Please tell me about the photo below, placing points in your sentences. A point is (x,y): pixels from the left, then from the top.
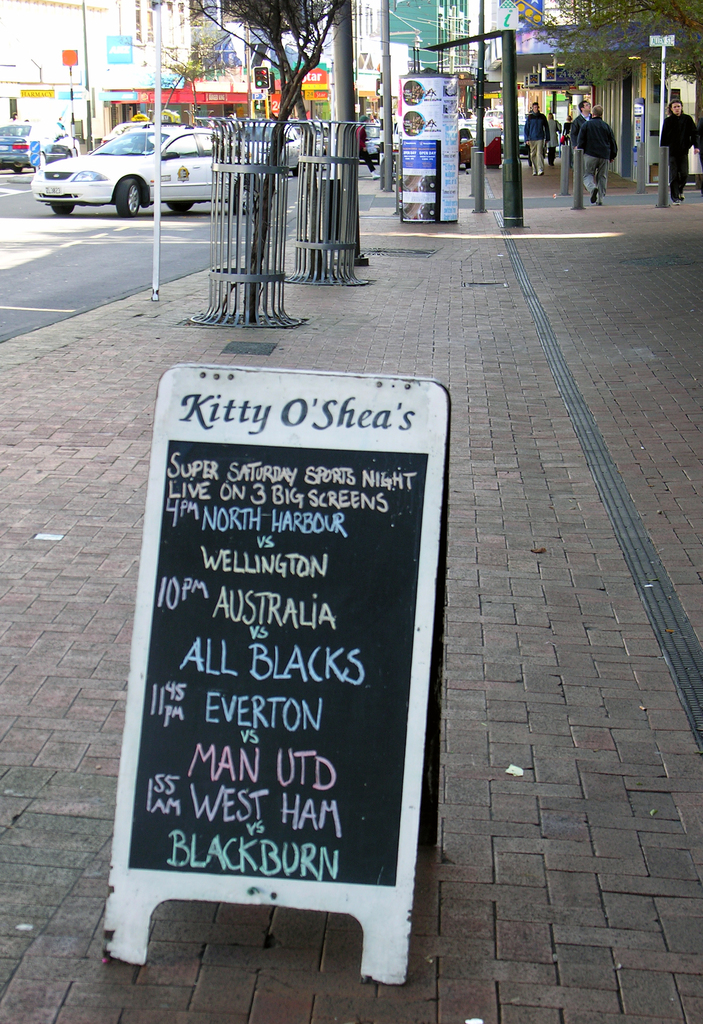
In this image in front (299,677) there is a board (307,566) with some text (285,727) written on it. At the center of the image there are cars (109,160) parked on the road (102,225). Beside the road (152,210) there is a directional board (71,60), poles (87,52), traffic signal (261,85). On the right side of the image (611,138) there are people (548,118) walking on the path (576,210). In the background (396,76) there are trees (307,28) and buildings (418,13).
